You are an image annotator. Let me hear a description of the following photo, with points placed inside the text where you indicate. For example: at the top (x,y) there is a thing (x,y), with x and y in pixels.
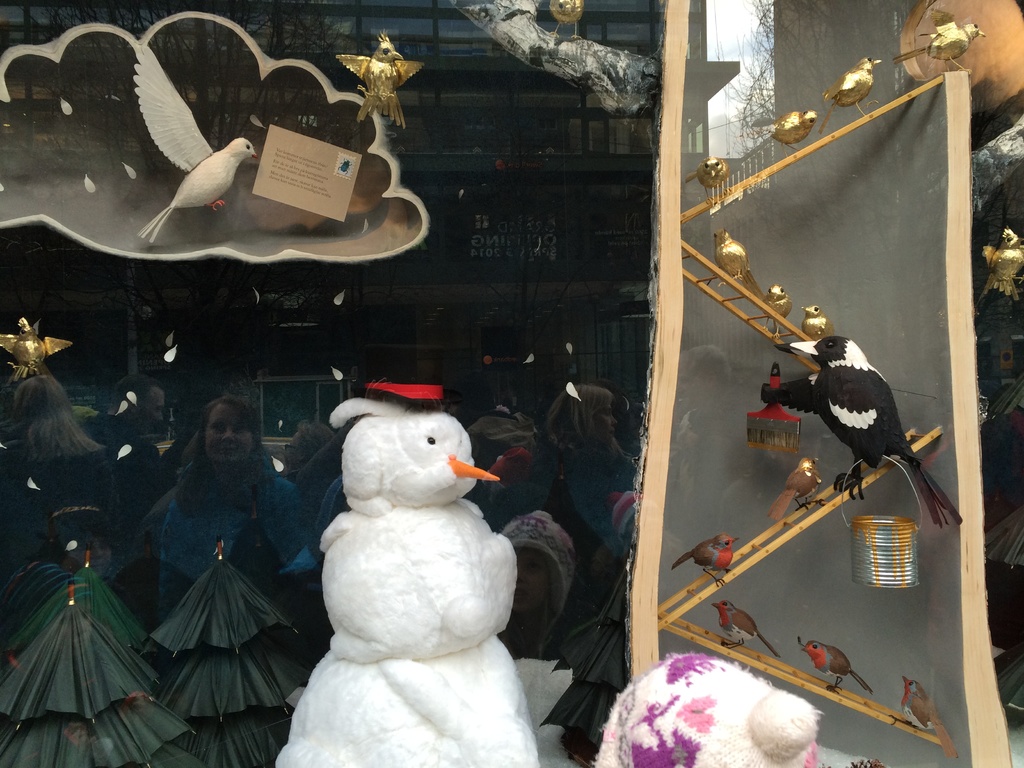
In this image I see a snowman (420,461) over here and I see the depiction of birds (863,437) and I see that this bird (788,401) is holding a paintbrush (765,415) and a small can (887,552) and I see number of people (551,431).
